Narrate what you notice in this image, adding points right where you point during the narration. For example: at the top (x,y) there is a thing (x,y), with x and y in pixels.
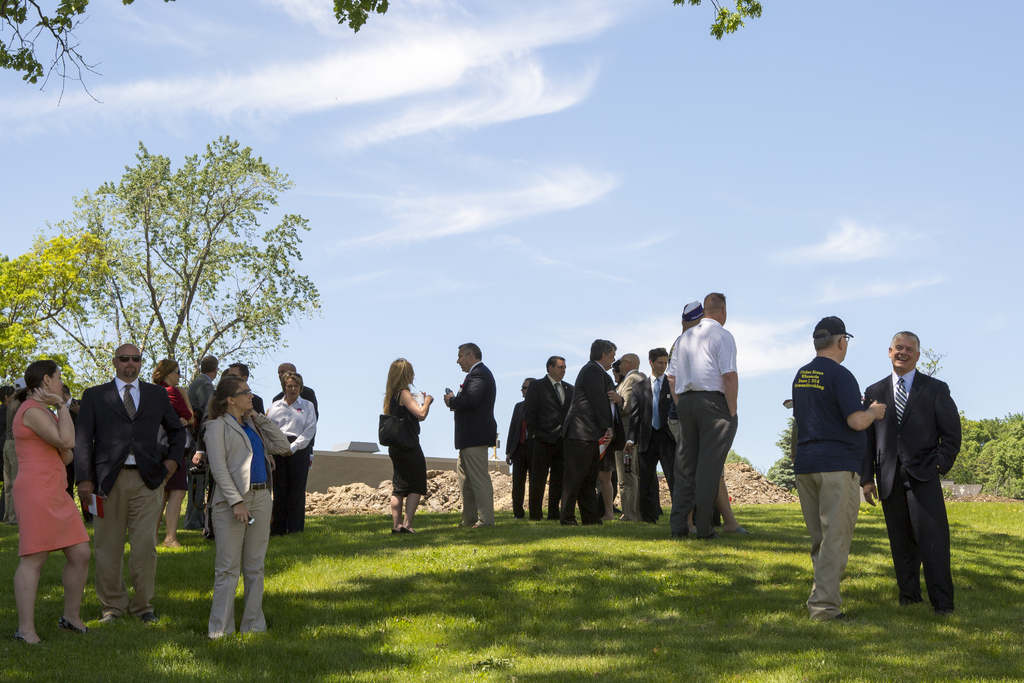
In this image I can see an open grass ground (869,563) and on it I can see number of people (61,496) are standing. I can also see shadows (209,580) on the ground (446,604) and on the both sides of this image I can see number of trees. In the background (338,84) I can see clouds (833,256) and the sky (477,181).
